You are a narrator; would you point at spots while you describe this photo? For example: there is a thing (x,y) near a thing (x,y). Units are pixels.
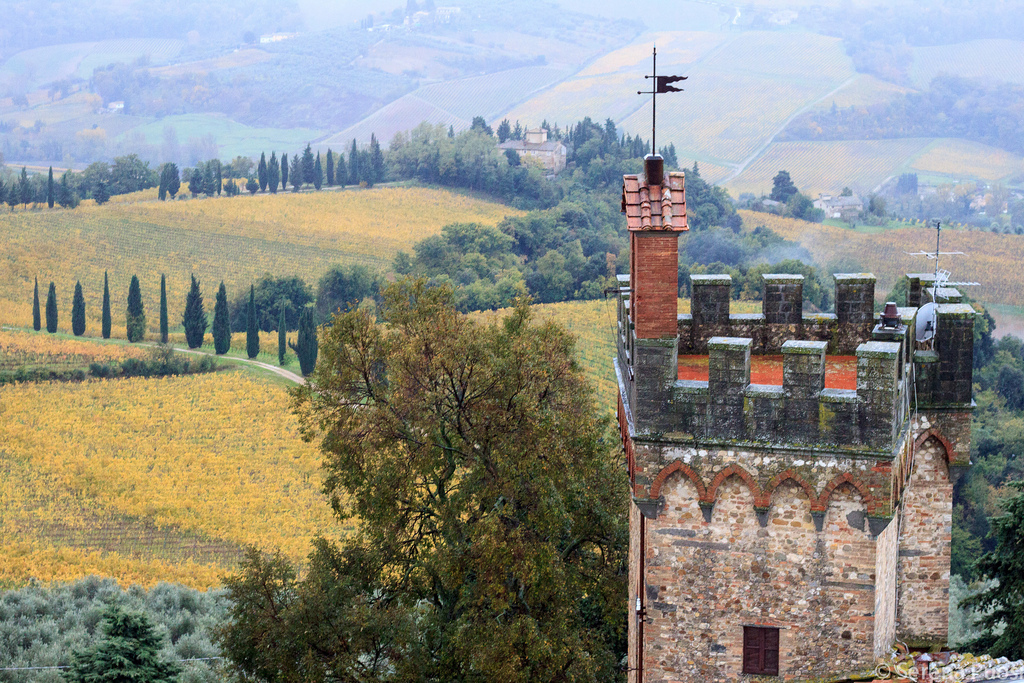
In this picture there are buildings (760,504) and trees (971,477) and fields (279,129) and there is a flag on the top of the building (822,432). At the bottom right (883,677) there is a text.
